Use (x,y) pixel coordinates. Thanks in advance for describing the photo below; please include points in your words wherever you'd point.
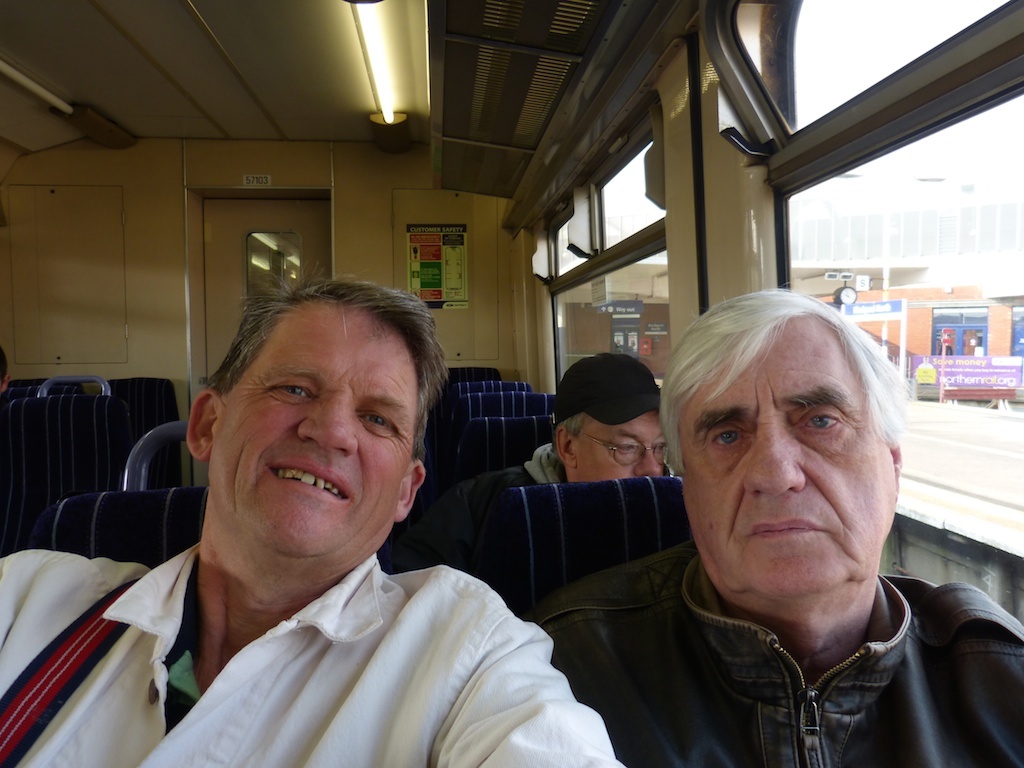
In this picture I can see three persons (688,447) sitting on the seats (471,407), and there are lights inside the vehicle (583,65), and in the background (865,298) there are boards (986,377), poles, and it is looking like a building (990,349).
